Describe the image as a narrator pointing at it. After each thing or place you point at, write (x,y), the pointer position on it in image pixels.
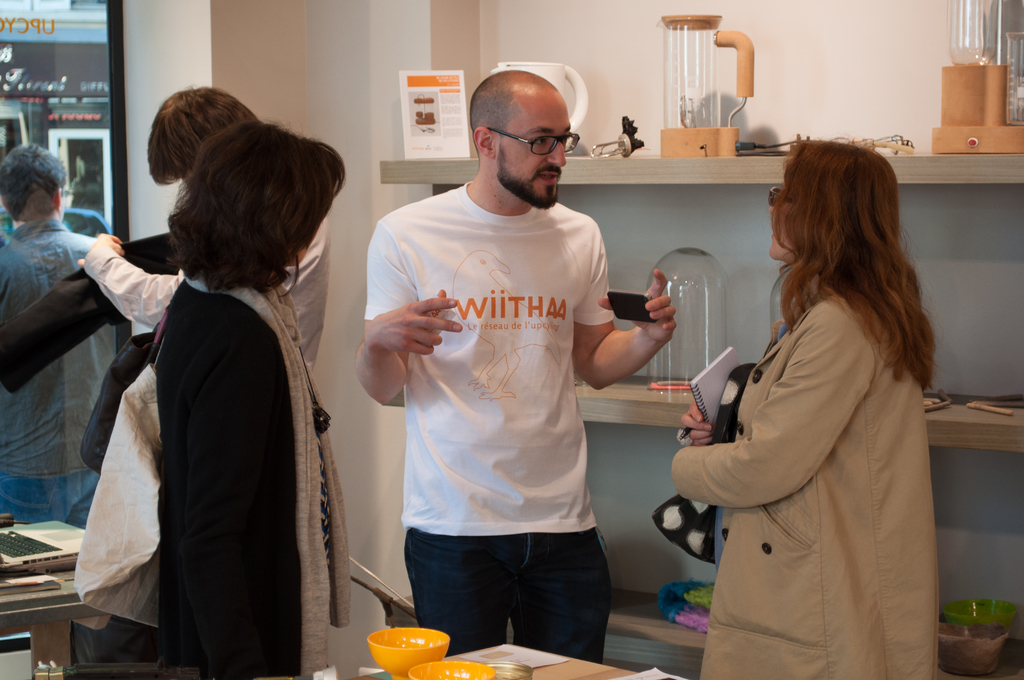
In this picture I can see people (474,353) standing on the surface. I can see electronic device (58,548). I can see bowls (433,652) on the table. I can see glass window (63,158). I can see objects (776,315) on the rack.
